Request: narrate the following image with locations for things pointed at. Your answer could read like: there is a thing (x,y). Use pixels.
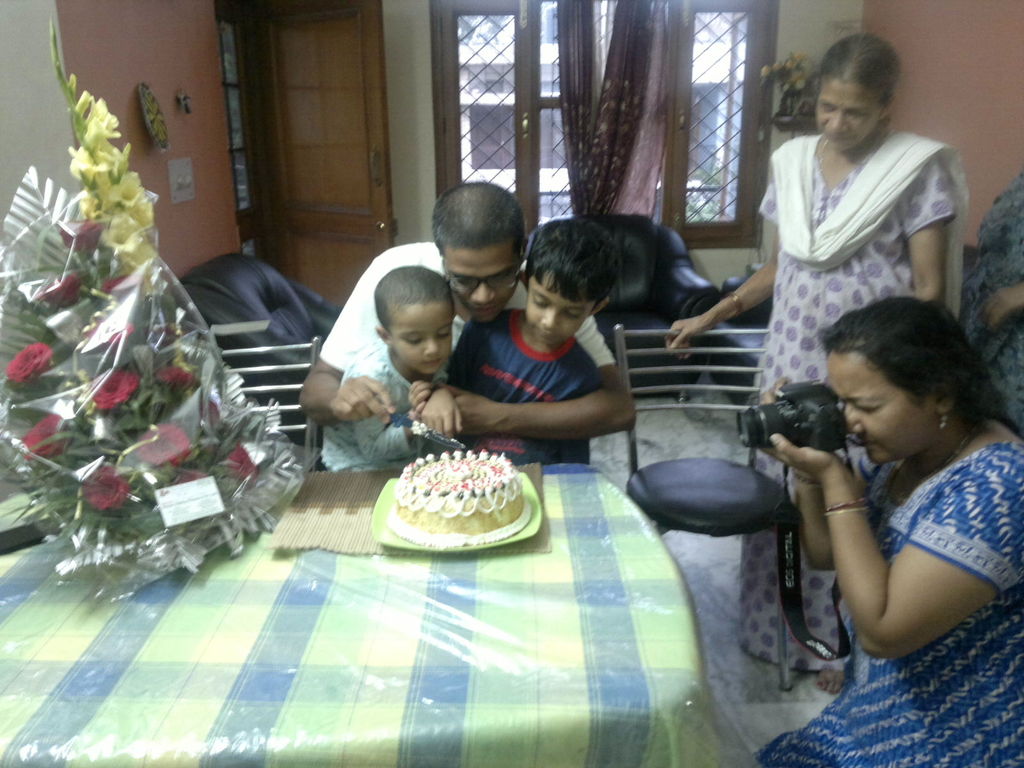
A picture inside of a house (707,647). This 3 persons (484,409) are sitting. This 3 persons (541,341) are cutting a cake (442,467). On a table (495,697) there is a cake (426,512) and bouquet (79,427). Far there are couches (640,291). This is door (380,232). A window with curtain (619,125).
